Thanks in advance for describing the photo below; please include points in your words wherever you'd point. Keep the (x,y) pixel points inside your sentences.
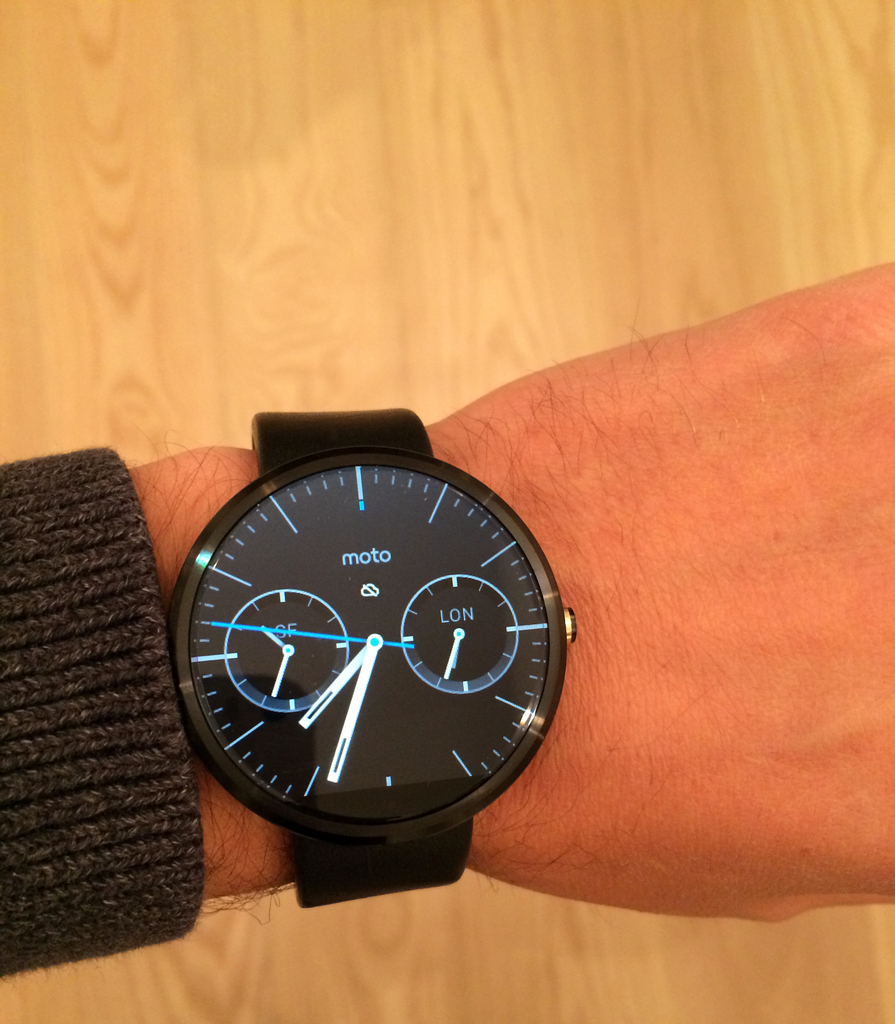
In the center of the image (428,466) there is a person's hand (627,494) wearing a watch (473,558). At the bottom of the image (429,931) there is a wooden surface (532,952).
